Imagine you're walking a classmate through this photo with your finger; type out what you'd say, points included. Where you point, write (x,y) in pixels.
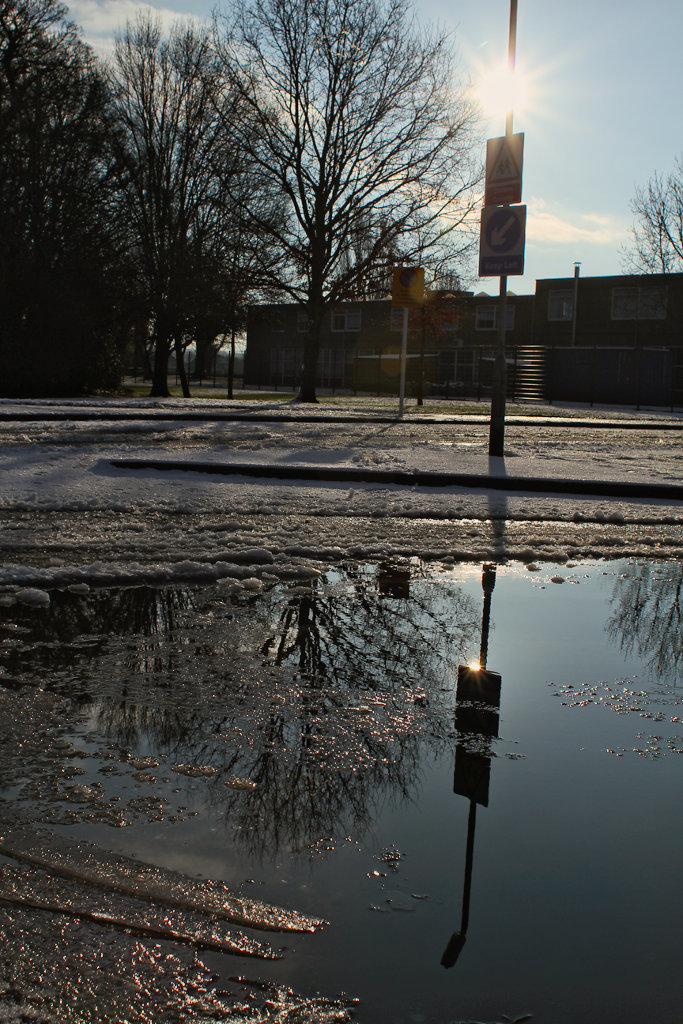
In this image there are snow (257,507) and water (444,857) on the road (318,846), there are a few posters (499,163) attached to one of the poles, few trees (358,157), a building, reflections (354,789) of trees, pole (478,766) and the sun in the water (519,777), the sun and some clouds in the sky (499,124).
